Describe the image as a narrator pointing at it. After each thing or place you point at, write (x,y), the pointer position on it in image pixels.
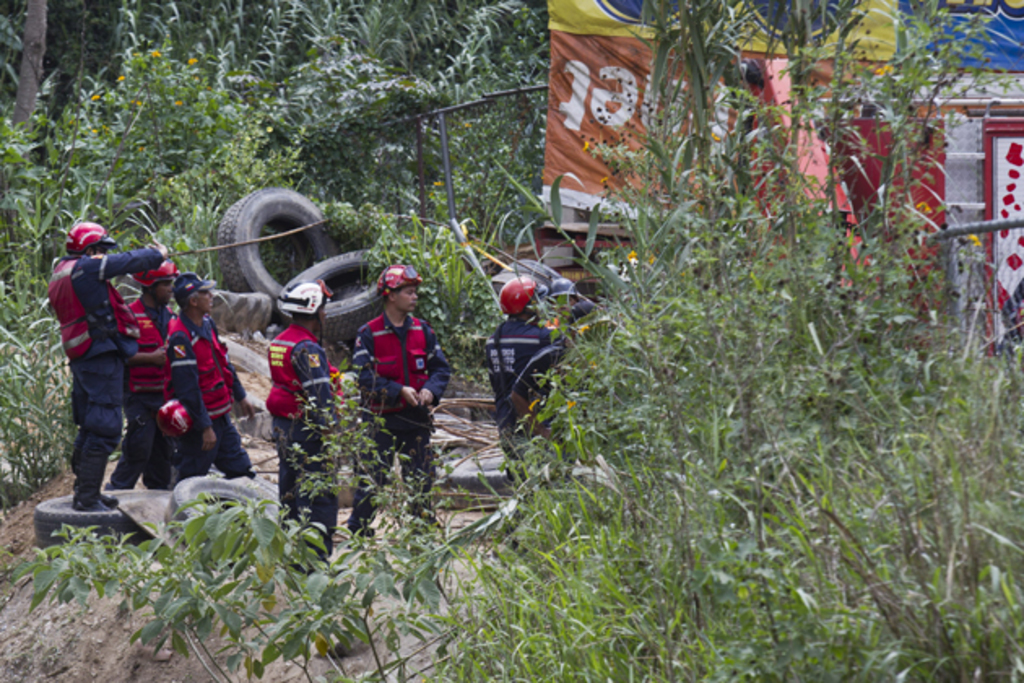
In the image I can see some people (199,415) wearing same dress (323,469) and standing on the floor (212,682) on which there are some tires (215,490) and around there are some trees (518,68), plants (84,549) and some posters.
